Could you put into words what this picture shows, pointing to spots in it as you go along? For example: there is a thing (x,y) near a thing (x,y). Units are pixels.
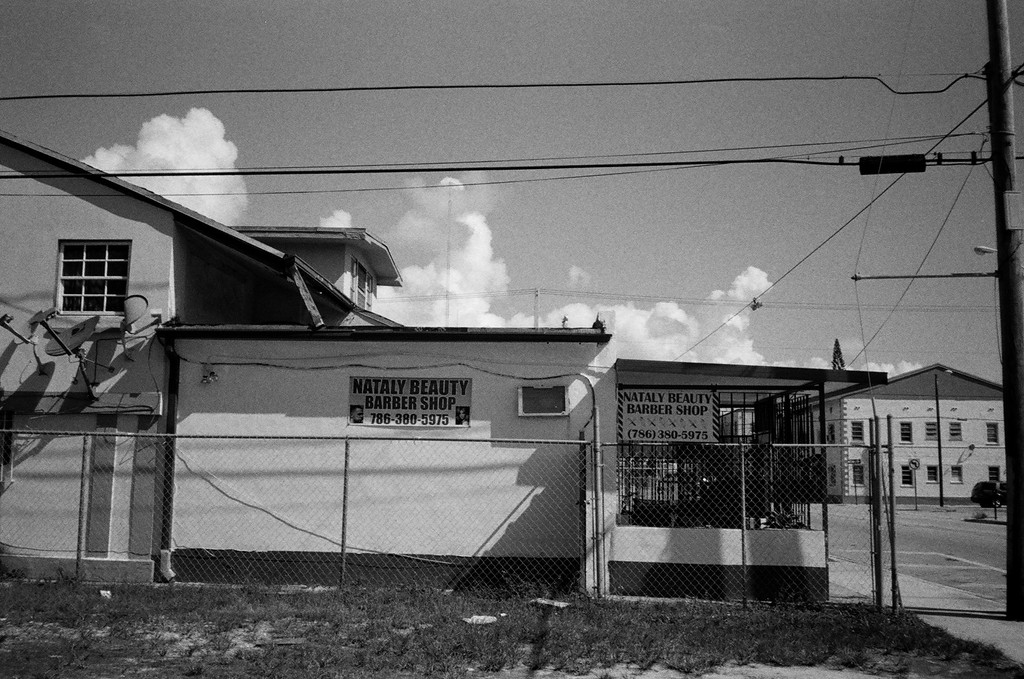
This is a black and white image. We can see some houses (982,435) and poles (993,90) with wires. There are a few boards (362,403) with text (696,396). We can also see some objects (76,340) attached to the wall (66,318) of one of the houses (108,350). We can see the fence (111,438) and the ground (983,549) with some objects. We can see some grass (321,633) and plants (862,628). We can also see the sky (933,19) with clouds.
